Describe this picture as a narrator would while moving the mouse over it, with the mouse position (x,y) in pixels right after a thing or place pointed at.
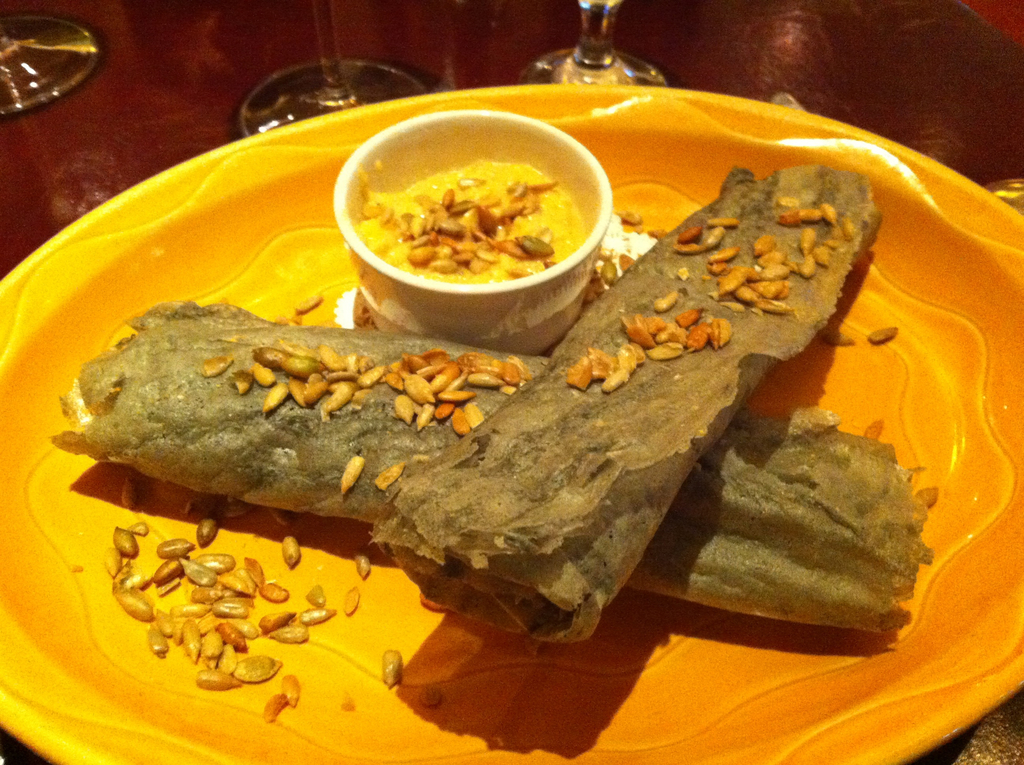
In this image there is a food item (618,444) and a bowl (500,294) placed on a plate (941,680), behind the plate (344,121) there are glasses (29,71).
